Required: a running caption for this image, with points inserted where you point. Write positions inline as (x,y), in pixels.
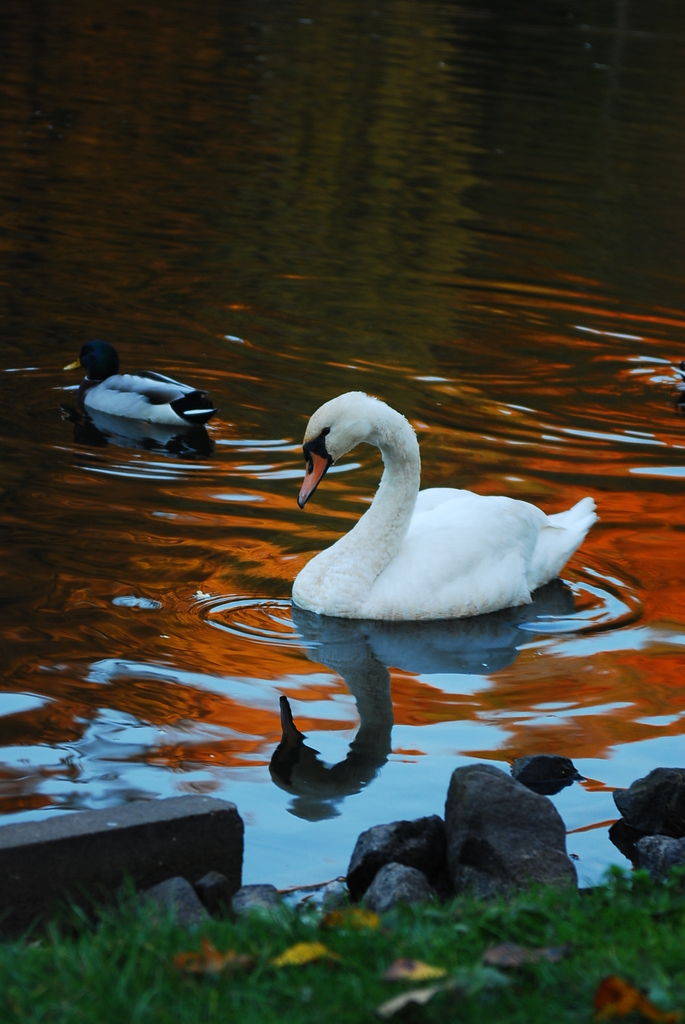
In this image I can see the birds (403,605) in the water (340,707). These birds (365,603) are in white, blue and black color. To the side of the water (161,742) I can see the rocks (69,910) and the grass (258,948). I can also see some leaves (531,950) on the grass (600,947).
